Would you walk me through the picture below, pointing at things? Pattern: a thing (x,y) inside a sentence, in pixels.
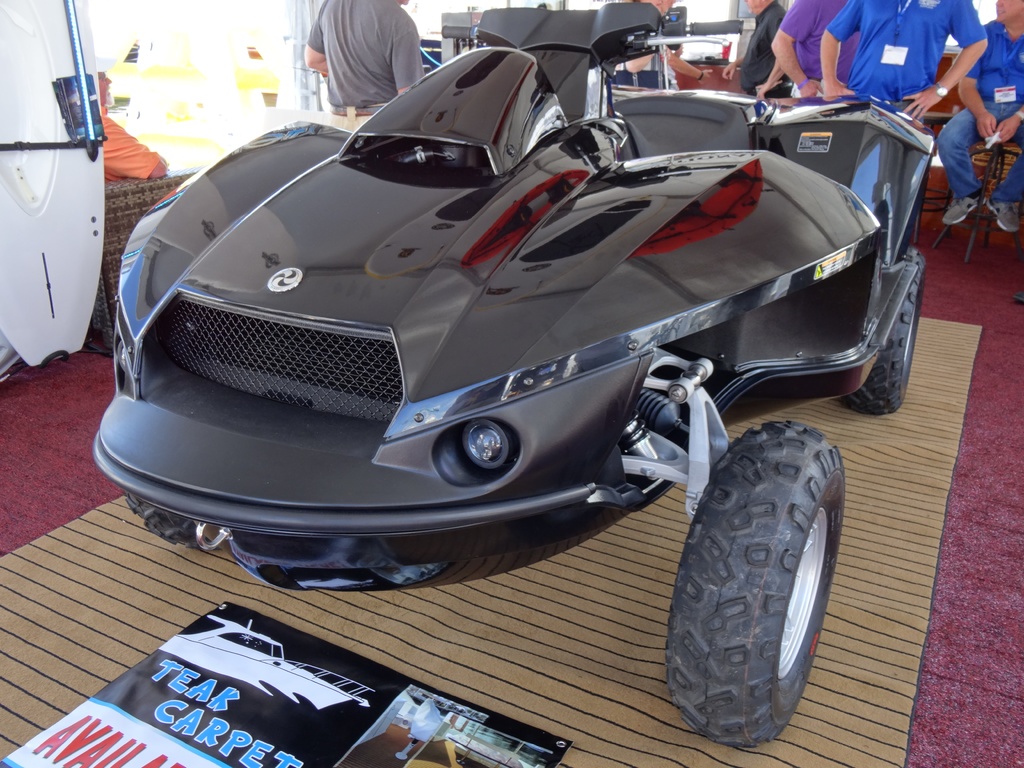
This image is taken indoors. At the bottom of the image (896,707) there is a floor (947,664) and a mat (79,563). There is a poster (138,699) with a text (188,722) and a few images (248,649) on it. In the middle of the image (635,300) a quad bike (161,217) is parked on the floor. On the left side of the image (35,64) there is a surfing board (74,175) on the floor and a man (122,175) is sitting on the couch (121,218). In the background (959,9) a few men (382,52) are standing and a few (1000,119) are sitting on the chairs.
